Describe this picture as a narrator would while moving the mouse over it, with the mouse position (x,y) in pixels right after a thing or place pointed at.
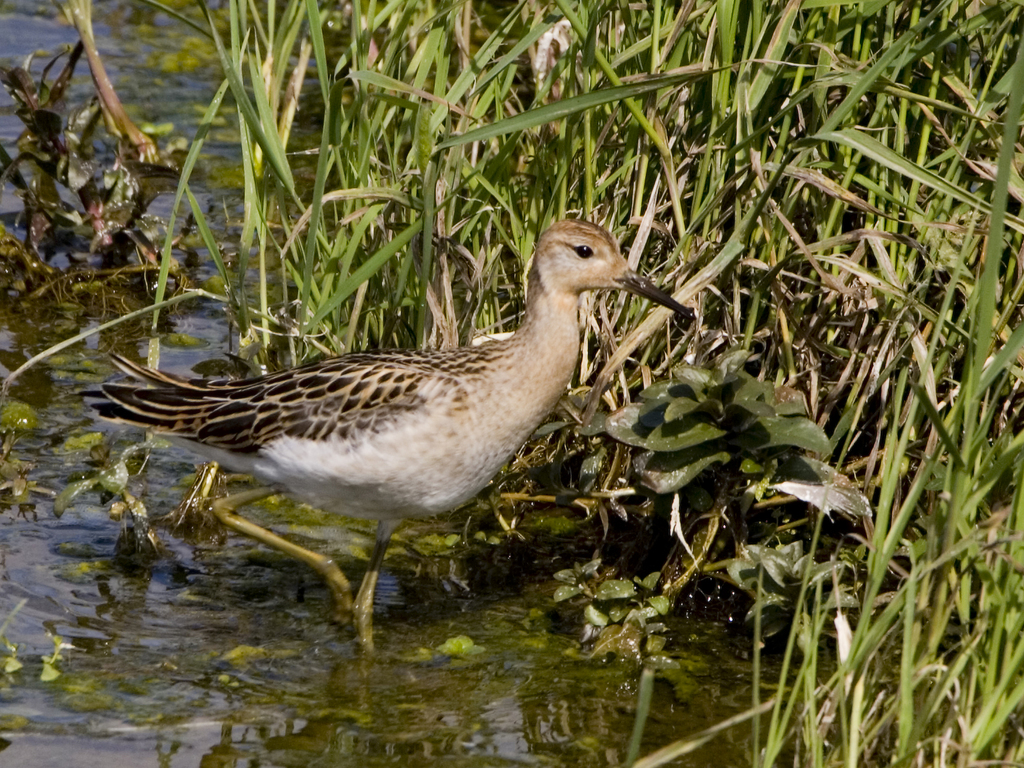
In this picture we can see a bird (209,433) on water (520,590) and in the background (523,43) we can see the grass (550,64).
